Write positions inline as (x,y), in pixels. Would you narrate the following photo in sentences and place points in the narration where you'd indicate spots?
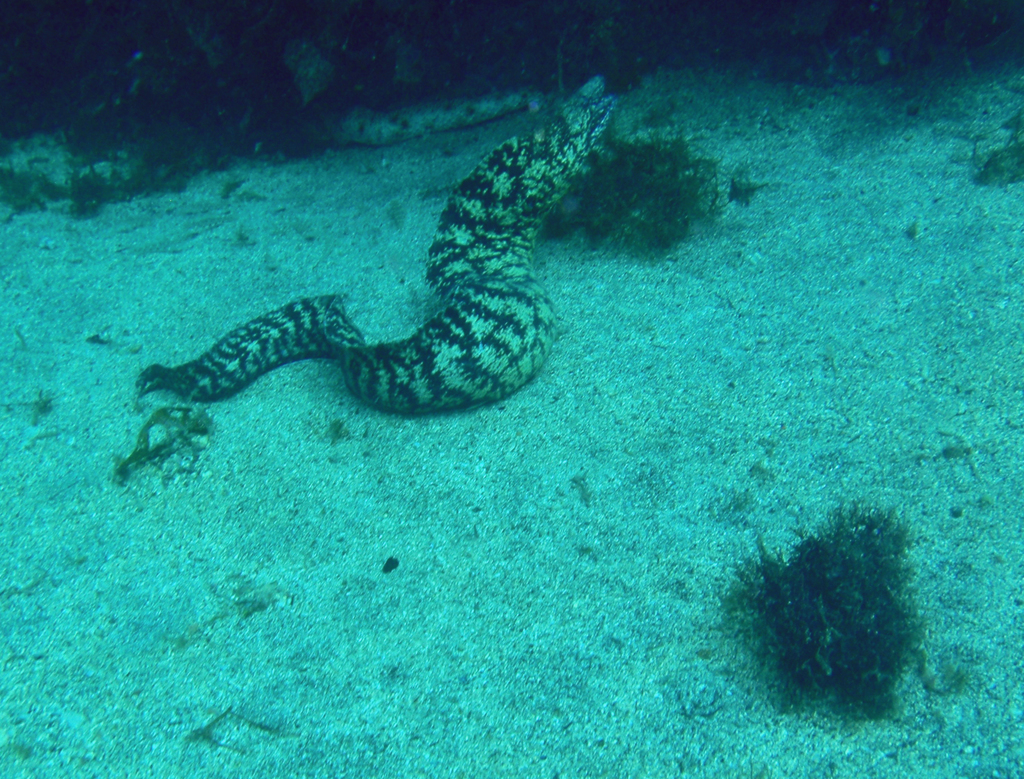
In this picture I can see an eel (542,290) and plants (754,567) in the water (351,605).
